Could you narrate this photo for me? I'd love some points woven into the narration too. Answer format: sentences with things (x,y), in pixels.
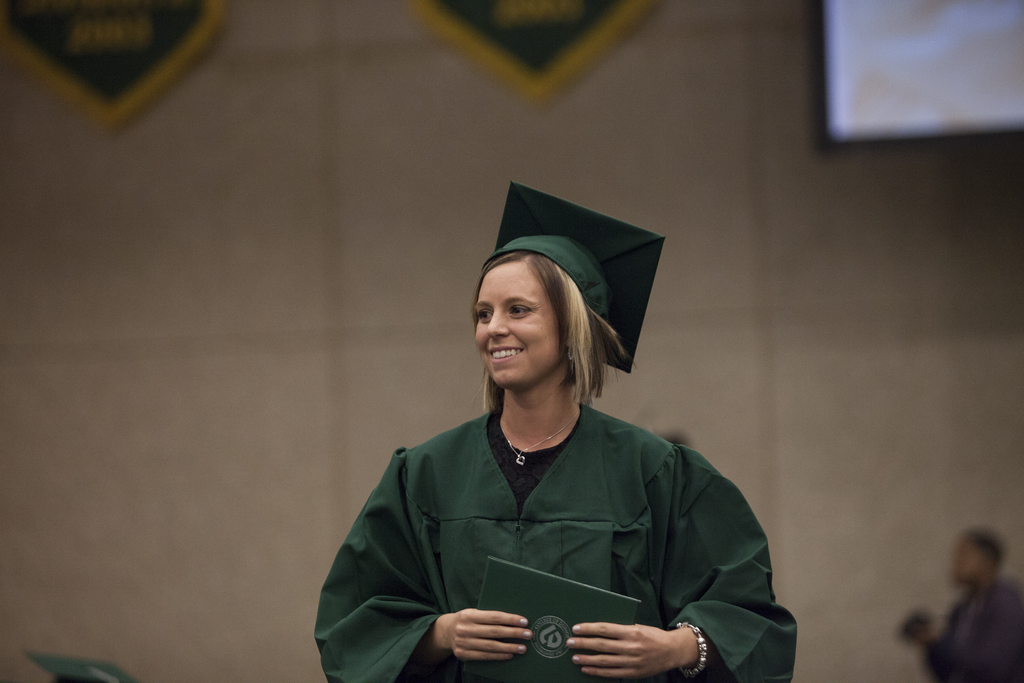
In this image I can see a woman (581,474) wearing green colored dress (664,516), green colored hat (610,233) is standing and holding a green colored object (507,572) in her hand (484,624). In the background (936,595) I can see a person (970,615), the wall (905,457) and few objects (517,44) on the wall (830,176).
